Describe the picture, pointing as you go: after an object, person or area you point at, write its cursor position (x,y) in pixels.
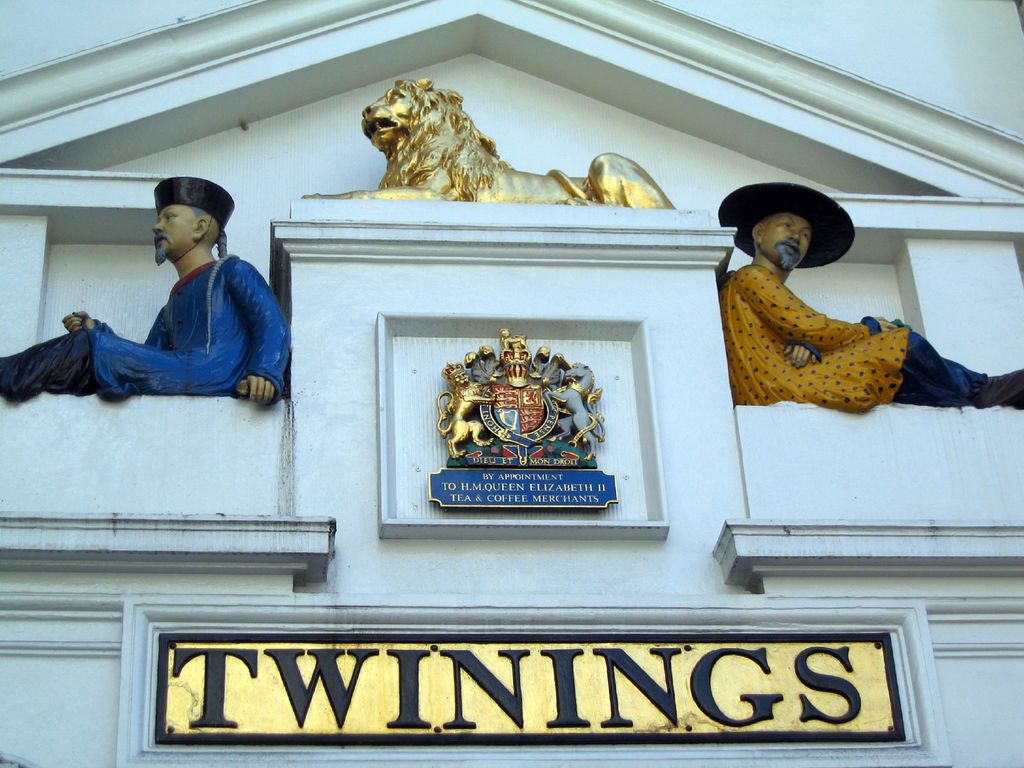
In the picture I can see the statue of an animal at the top of the picture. I can see the statue (203,389) of a man (184,182) on the left side (260,280) and the right side (923,365). There is the logo (452,442) on the wall (628,492). I can see the text (849,695) on the wall (780,626) at the bottom of the picture (619,649).
